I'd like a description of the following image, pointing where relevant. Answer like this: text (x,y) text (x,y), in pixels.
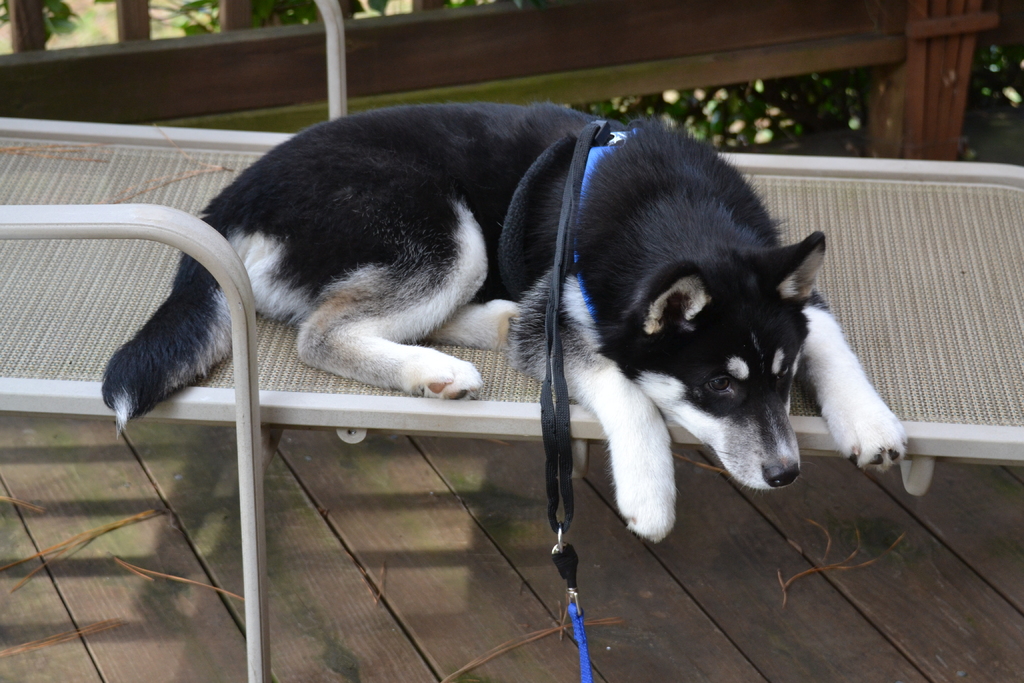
In this picture we can see a bench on the wooden surface (111,446) with a dog (495,191) on it. In the background (958,72) we can see wooden planks (896,103) and plants (308,12) with flowers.
